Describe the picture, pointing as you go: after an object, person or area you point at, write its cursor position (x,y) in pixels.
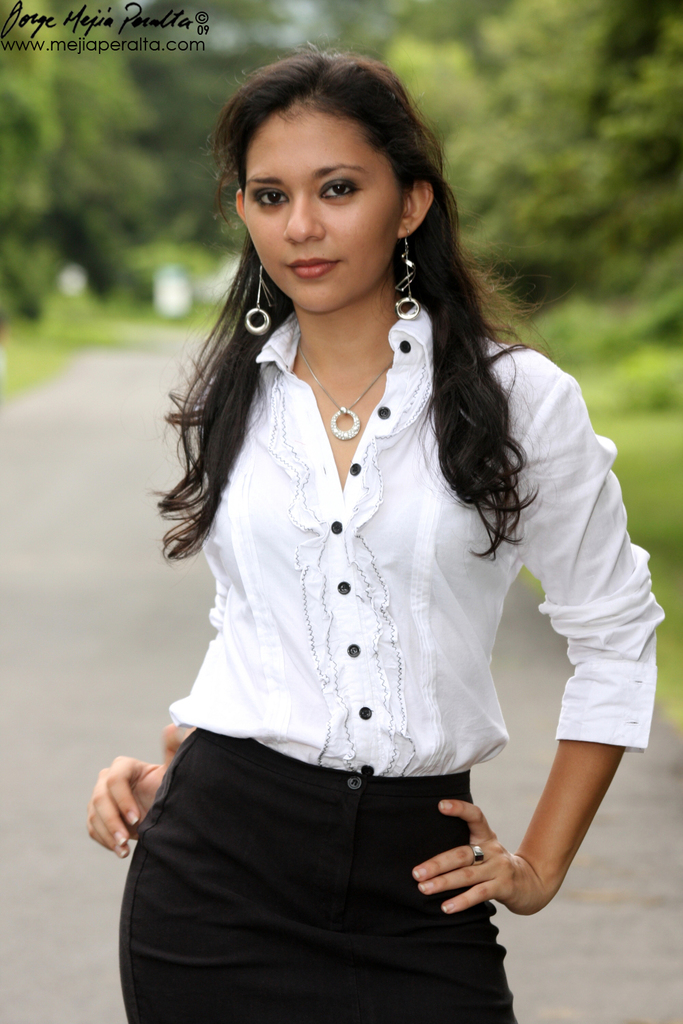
In this image, we can see a girl (492,1003) standing and in the background (552,125), we can see some green trees (97,98).
